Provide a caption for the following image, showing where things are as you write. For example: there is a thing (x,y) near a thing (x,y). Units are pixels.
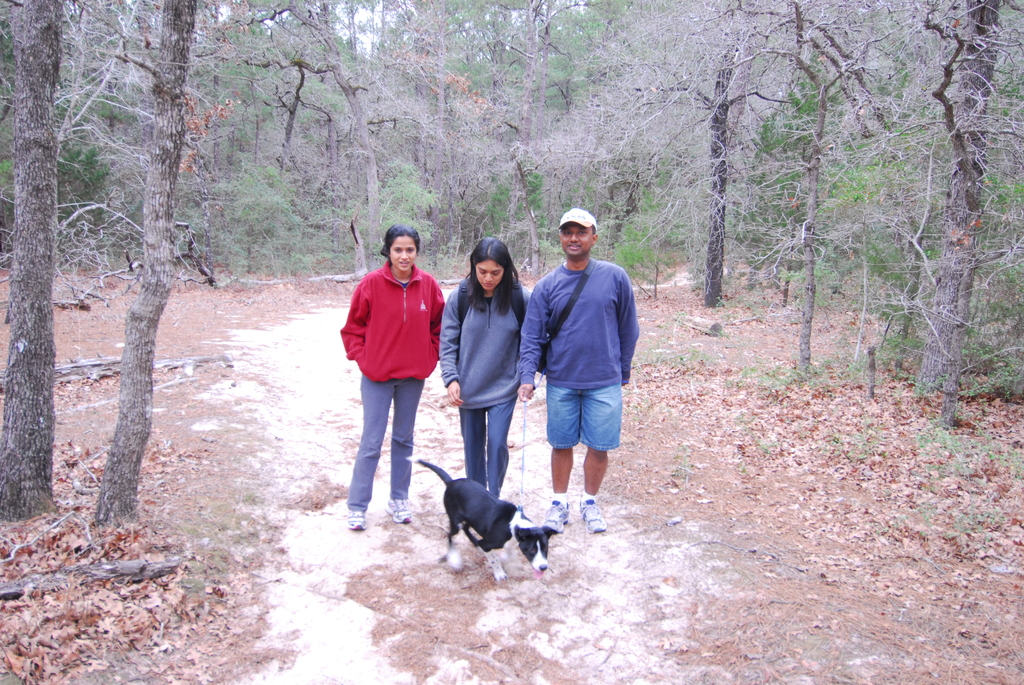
This picture shows few people (498,343) standing and we see a man (579,235) wore a cap (583,226) on his head (574,245) and a bag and he is holding a dog (499,505) with a string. The dog (515,521) is so white and black in color and we see trees (545,129) and few dry leaves (751,362) on the ground (112,406).
